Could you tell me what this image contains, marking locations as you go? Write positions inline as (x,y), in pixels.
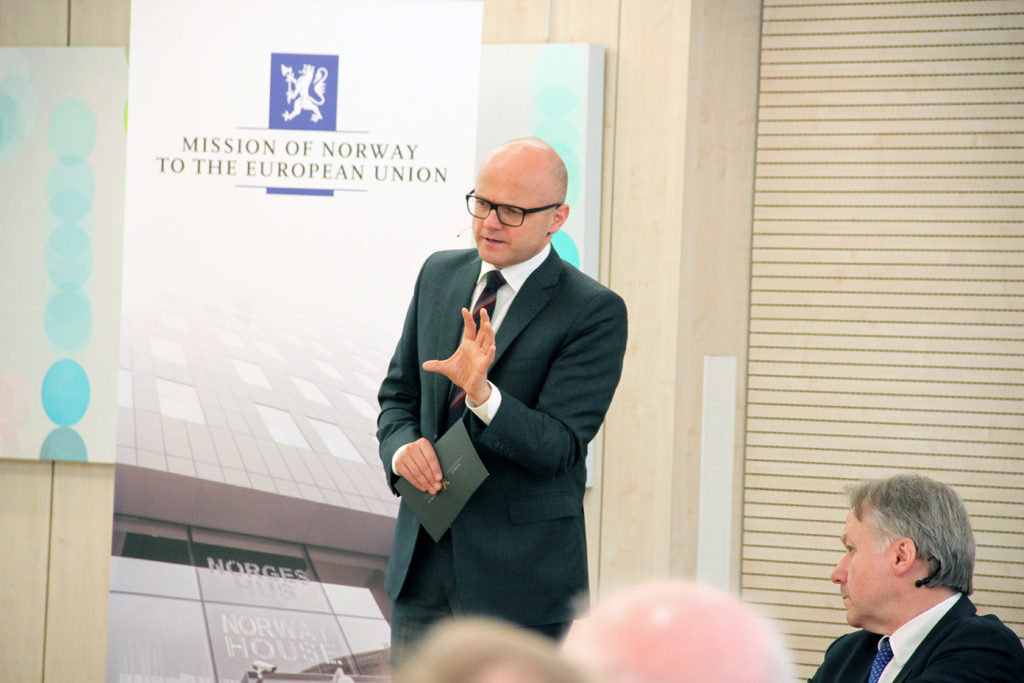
In this picture there is a man (515,377) in the center of the image (596,384) and there are people (453,622) at the bottom side of the image (914,656), there is a poster (355,262) in the background area of the image (278,244).
